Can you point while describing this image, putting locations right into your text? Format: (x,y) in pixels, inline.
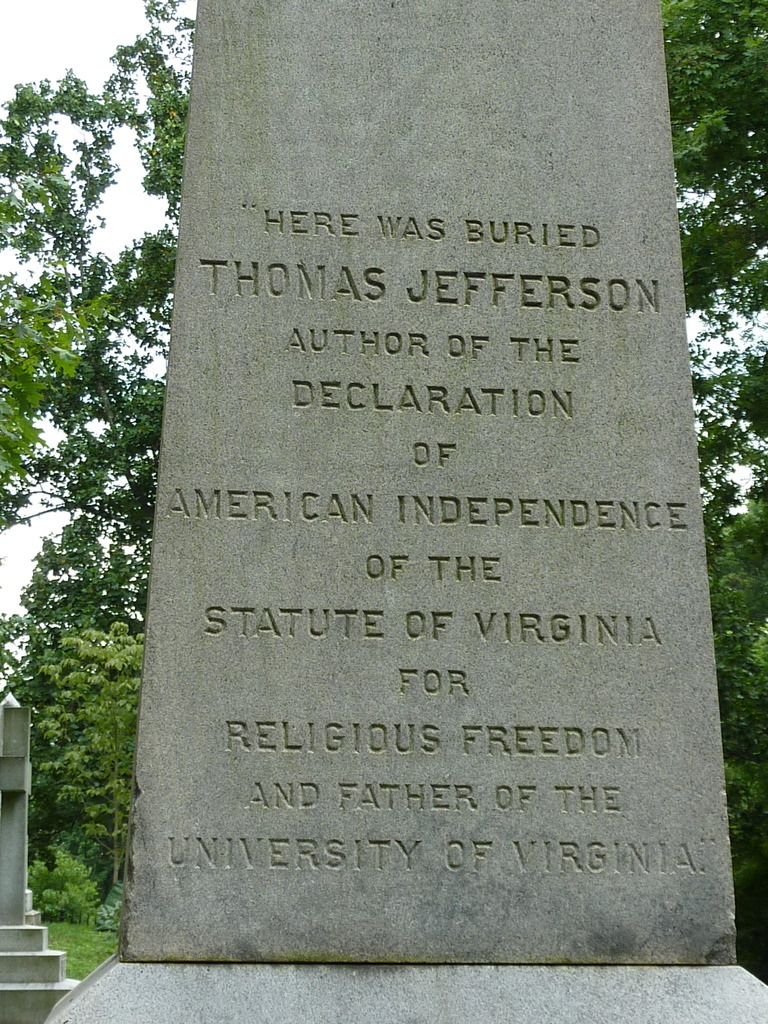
Something written on this stone (514,724). Background (66,935) there are trees (97,888), grass (84,946) and sky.
